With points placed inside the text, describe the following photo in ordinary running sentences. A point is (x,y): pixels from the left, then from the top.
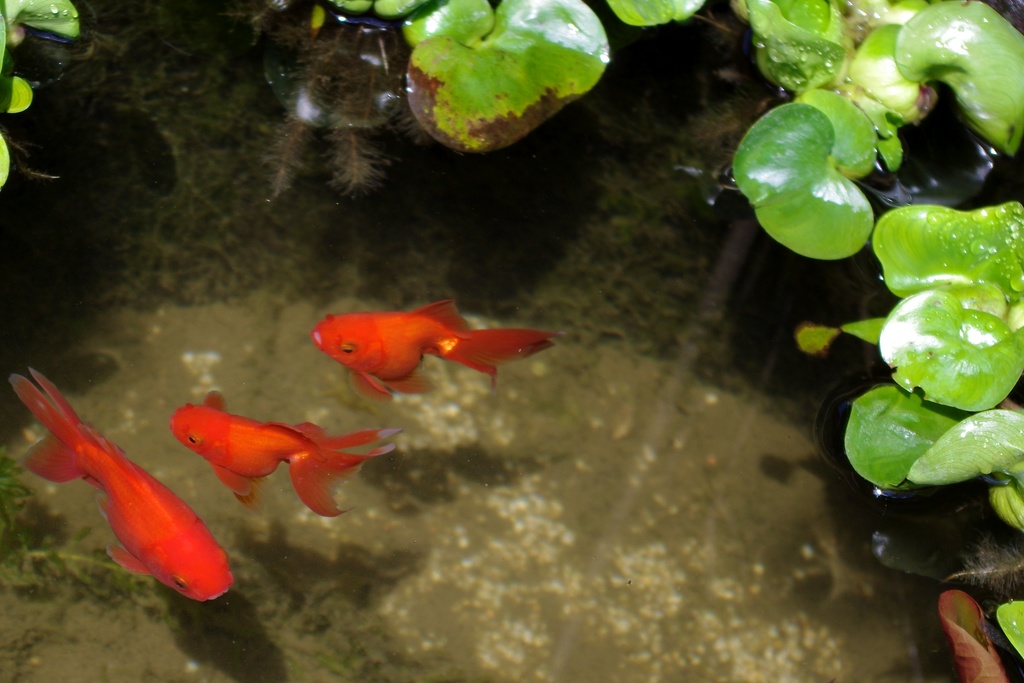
In this picture we can see three red color fish (202,442) in the water (586,465). On the top right (971,106) we can see green color leaves (906,338).
